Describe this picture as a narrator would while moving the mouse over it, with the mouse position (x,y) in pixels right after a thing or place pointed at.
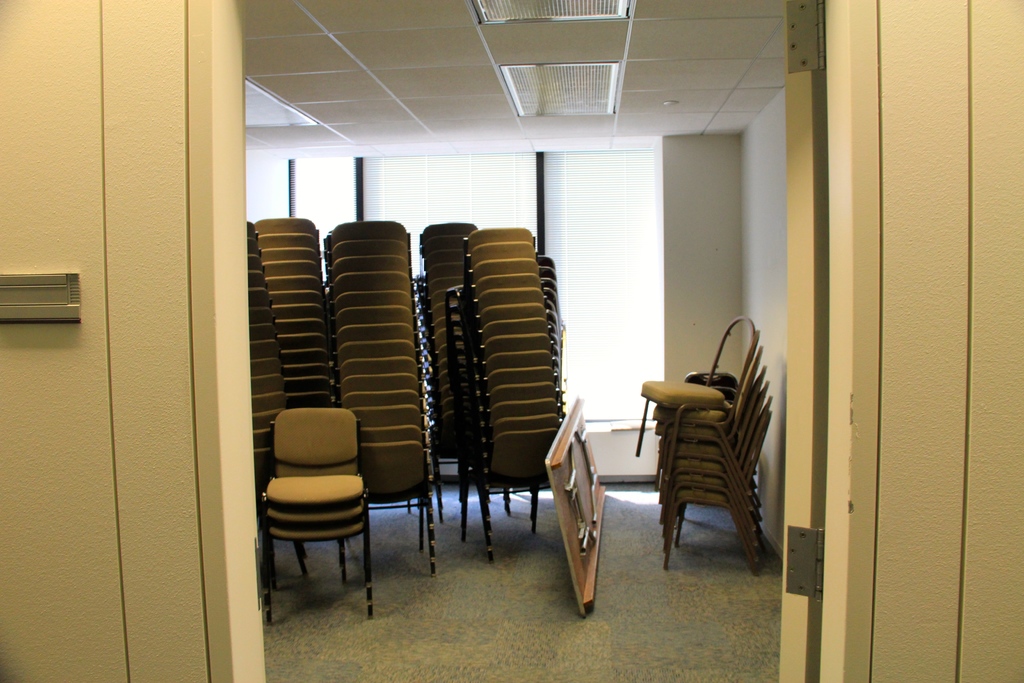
On the floor (518,548) we can see group of chairs (424,334) arranged in a sequence manner. In the background (530,199) we can see window blinds (562,215). At the top (648,90) we can see ceiling (542,49) and lights (549,73). This is a door (796,347). Here we can see wall (962,257) on the right side of the picture (963,275).
